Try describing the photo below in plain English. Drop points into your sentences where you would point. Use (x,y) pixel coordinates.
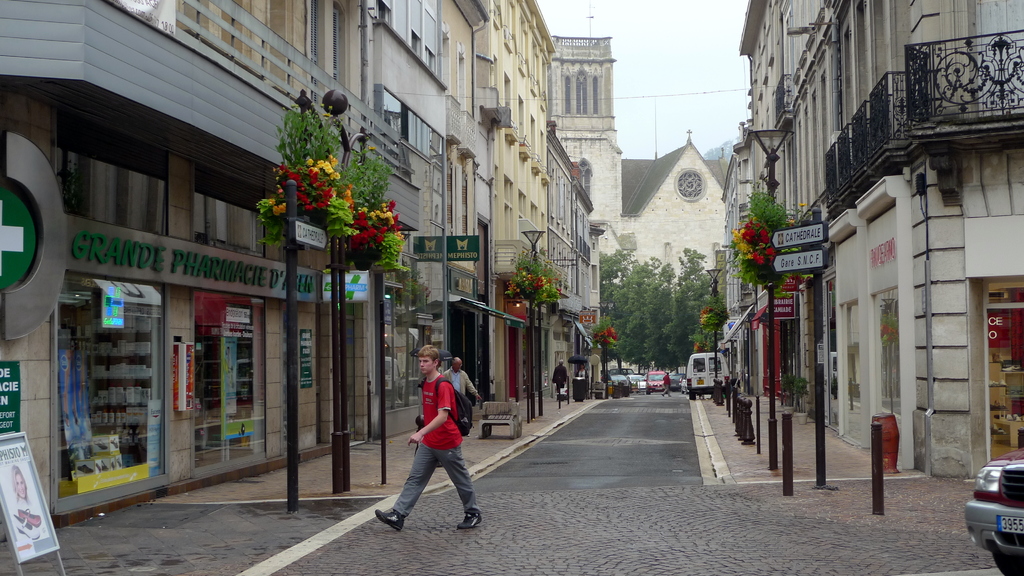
In this picture there is a man (421,469) who is wearing red t-shirt (437,436), trouser (401,499) and bag (460,394). He is walking on the street (427,550), beside him there is a pole (340,377) on which we can see some flowers (364,236) and plants (332,159). In the back (749,356) we can see building (747,358), cars (698,378), vehicles (704,354), persons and monument (667,252). At the top (675,54) there is a sky (626,19). At the bottom left (33,545) there is a board (47,551). On the right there is a sign board (778,307) near to the wall (841,351).
